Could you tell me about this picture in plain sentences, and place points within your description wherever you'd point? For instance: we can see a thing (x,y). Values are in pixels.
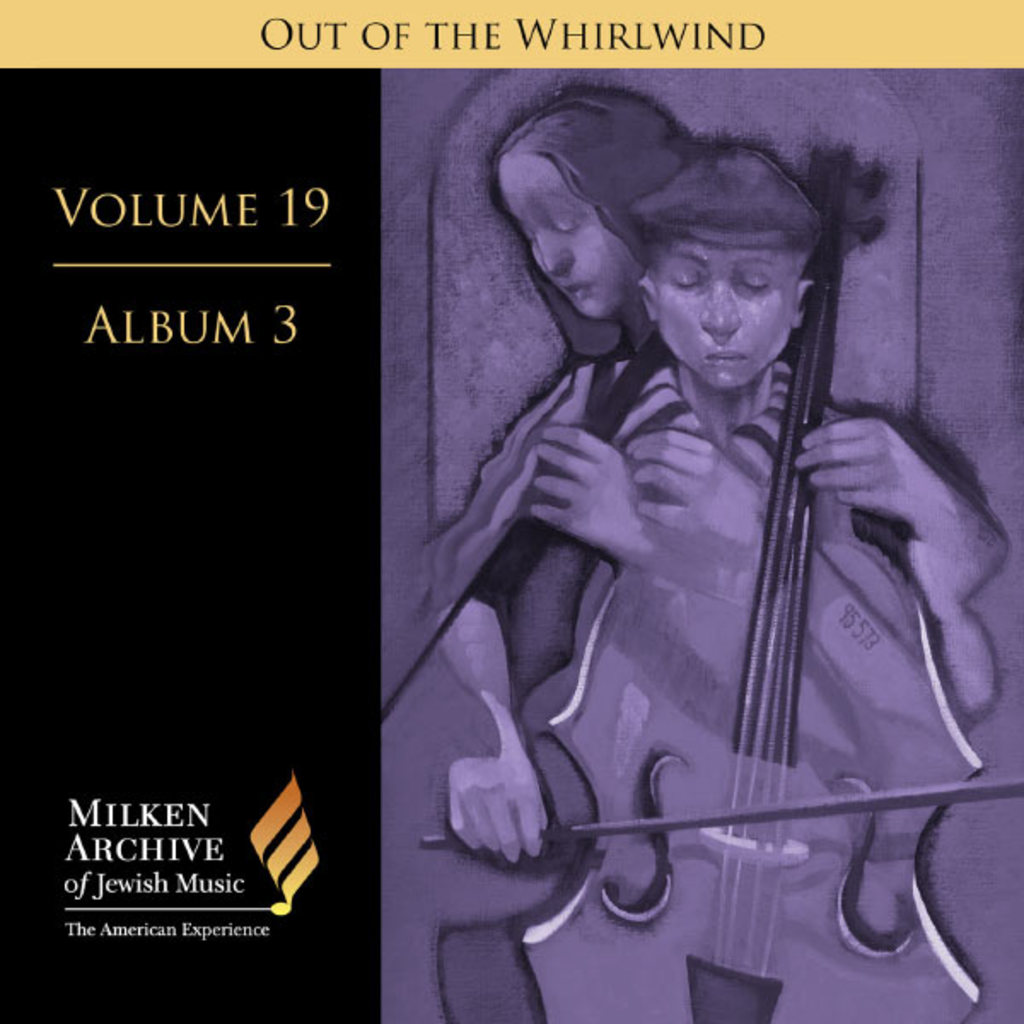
In this image we can see a poster (479,419). On the right side (819,449), we can see two persons (590,431) and a person (728,501) is playing musical instruments (737,749). On the left side (100,927), we can see the text (115,934). There is some text (741,38) at the top (526,35).
